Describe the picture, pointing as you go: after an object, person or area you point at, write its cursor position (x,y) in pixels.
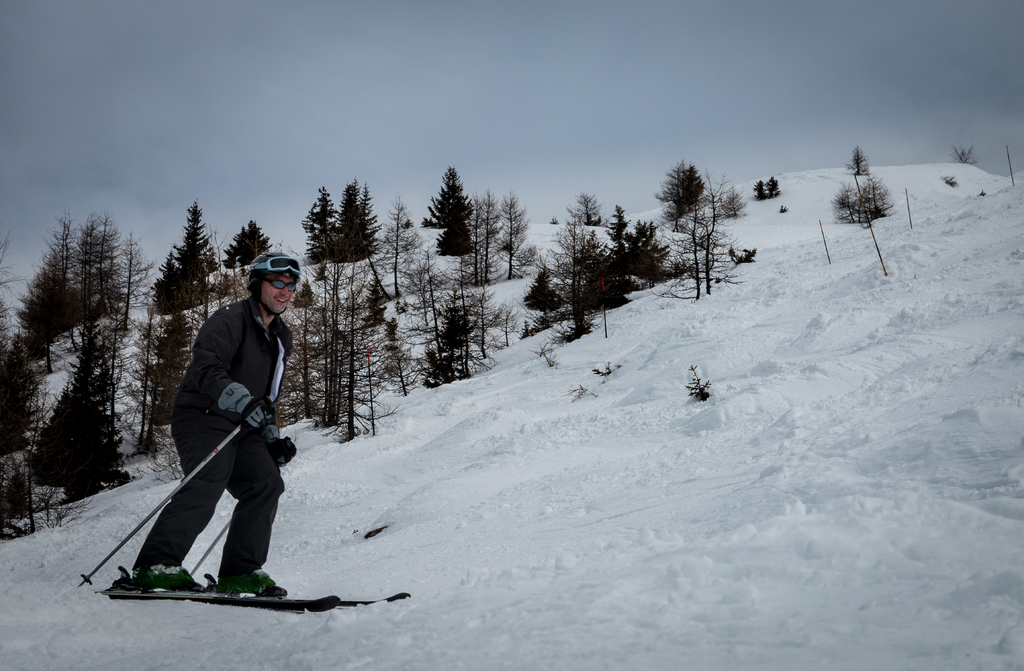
a person (234,553) is standing on the skis (240,597) on the snow (136,509). he is holding sticks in his hand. behind him there are trees (499,259).
